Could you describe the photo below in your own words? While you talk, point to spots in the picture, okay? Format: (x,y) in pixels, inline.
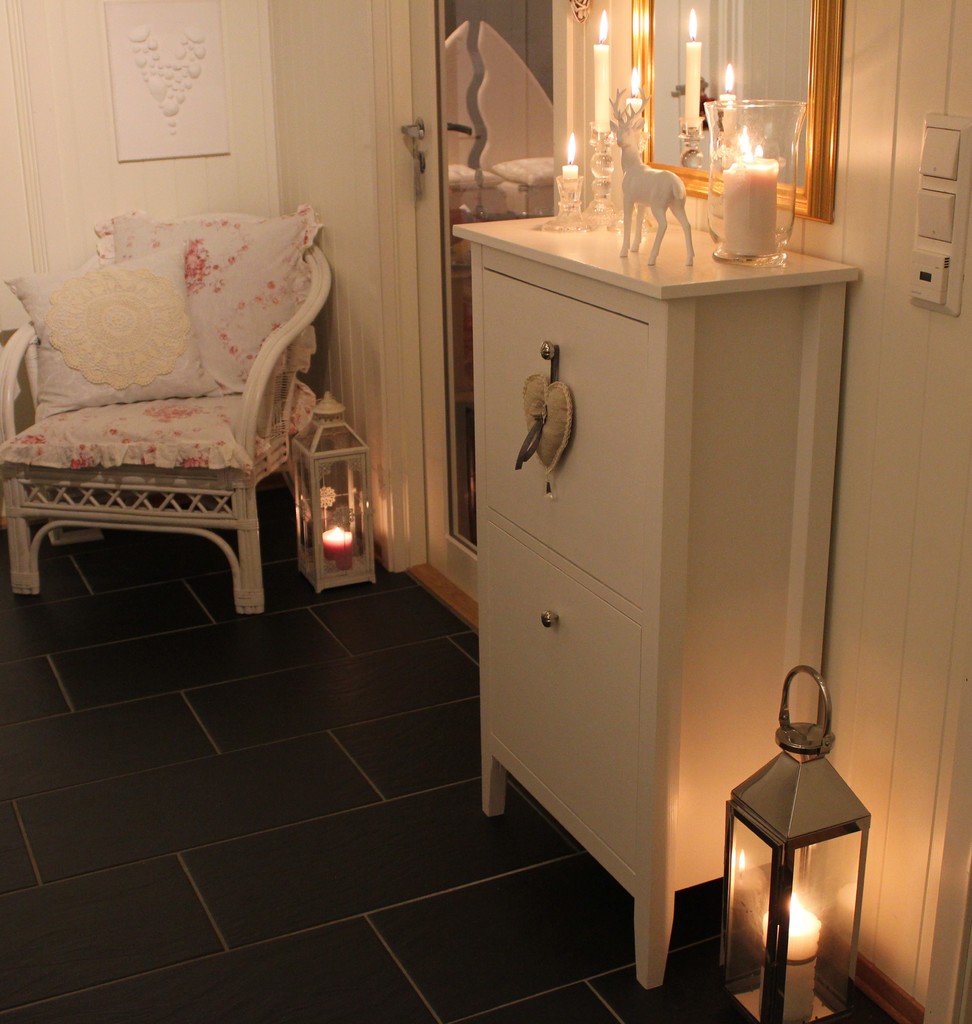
In this image there is drawer (684,386), there are objects (724,186) on the drawer (651,386), there is a mirror (728,94), there are switches (921,183), there is a candle (798,906) inside an object (801,839), there is a door (533,206), there are pillows (206,344) on the sofa (130,435).
